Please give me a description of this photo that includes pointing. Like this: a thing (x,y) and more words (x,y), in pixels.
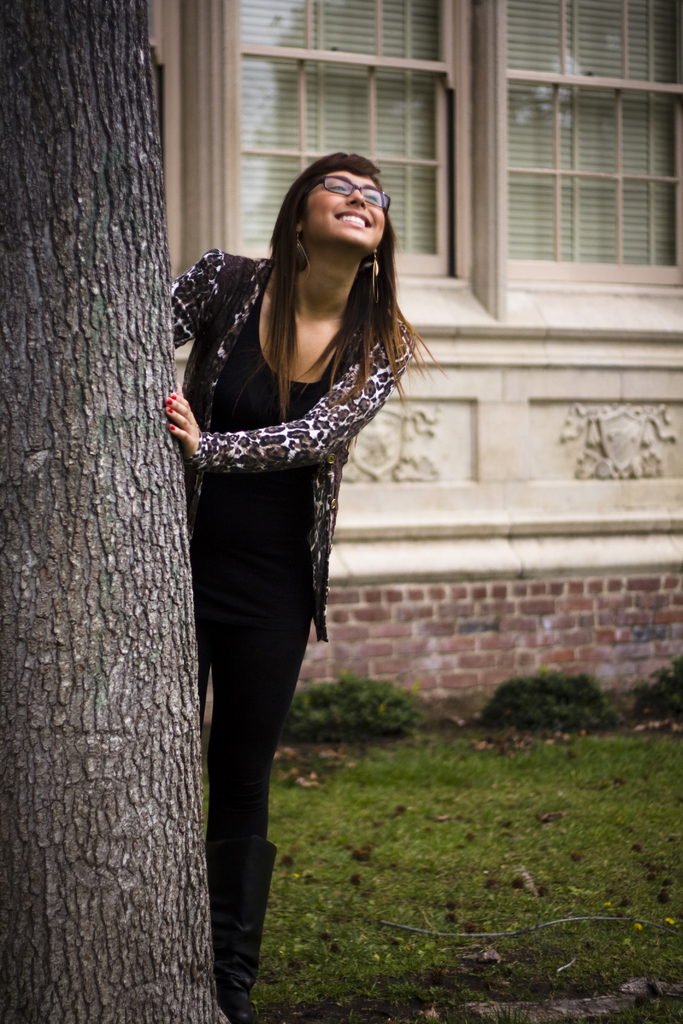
In this image we can see a woman (257,412) wearing the glasses (343,190) and standing and also smiling. We can also see the grass (410,781), shrubs (313,709) and also the building (454,188) with the windows (602,149). On the left (35,414) we can see the bark (135,575) of a tree (58,662).
